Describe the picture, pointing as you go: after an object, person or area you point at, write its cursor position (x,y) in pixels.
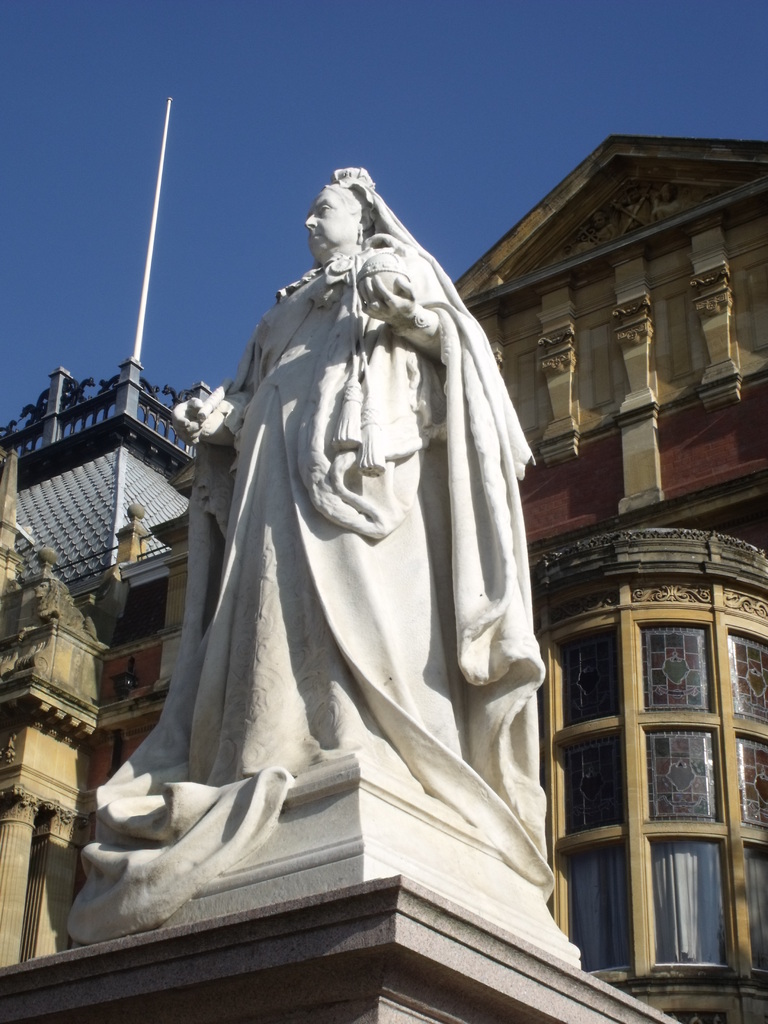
In this picture we can see a statue (305,598) in the middle of the image (352,679), in the background (578,353) we can find few buildings (140,475).
